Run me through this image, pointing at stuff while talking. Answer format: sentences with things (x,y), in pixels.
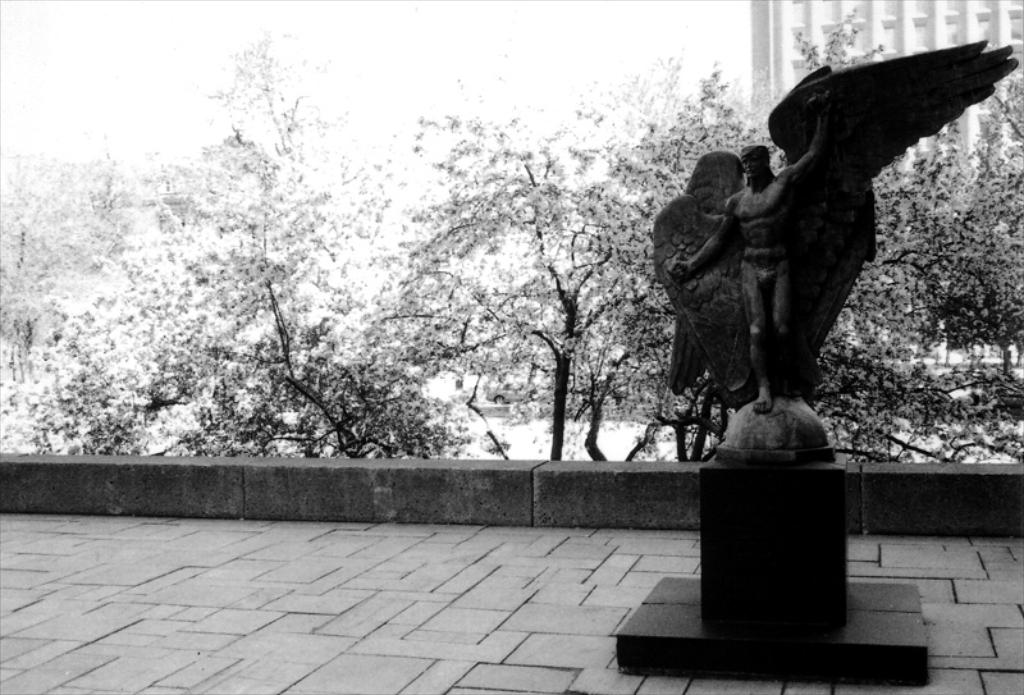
This picture is clicked outside the city. Here, we see a statue of man (780,233) standing on pillar (773,530) with wings (834,112) open. Behind that, we see many trees (421,281) and behind trees (665,177), we see a building (822,53) which is white in color and this is a black and white picture.
